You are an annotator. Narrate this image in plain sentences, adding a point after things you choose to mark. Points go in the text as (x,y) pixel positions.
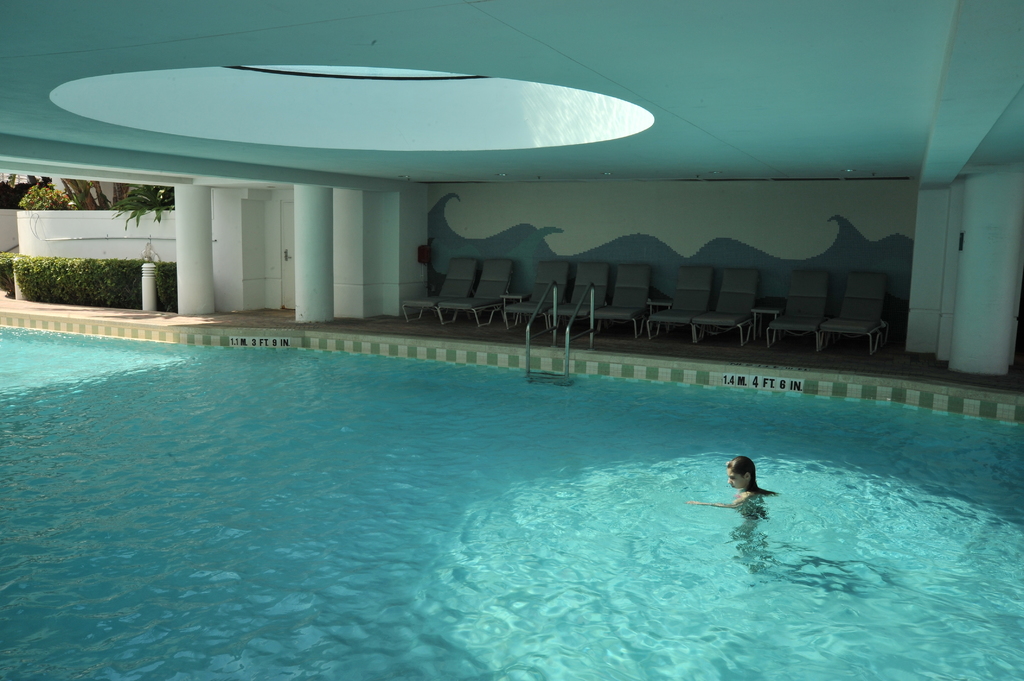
In the picture I can see a person (744,549) is swimming in the water (484,553), I can see chairs (590,313), pillars (368,302), shrubs (125,272), doors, trees (169,195) and the wall (119,224) in the background (453,222).
